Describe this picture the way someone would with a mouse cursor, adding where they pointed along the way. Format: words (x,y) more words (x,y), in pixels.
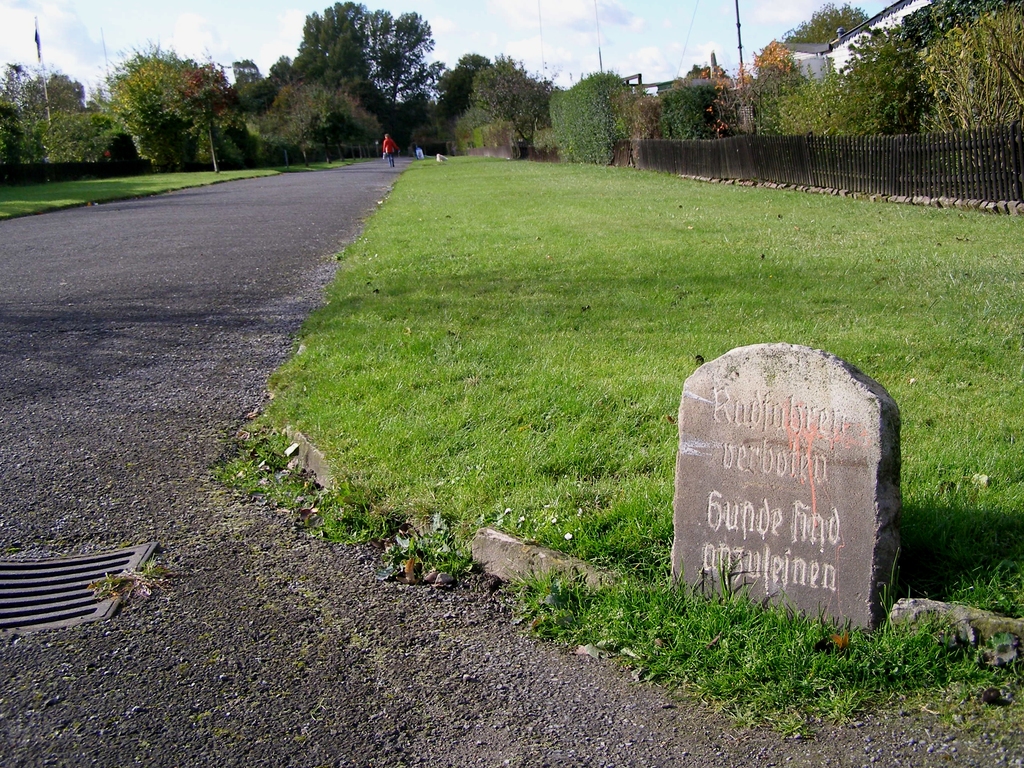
In this picture I can see the road (97,221) and the grass (436,364) in front (971,537) and I can see a stone (814,471) in front (766,482), on which there is something written. In the background (260,163) I can see the trees (190,126), a person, few poles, wires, buildings (863,33) and the railing (790,144).
